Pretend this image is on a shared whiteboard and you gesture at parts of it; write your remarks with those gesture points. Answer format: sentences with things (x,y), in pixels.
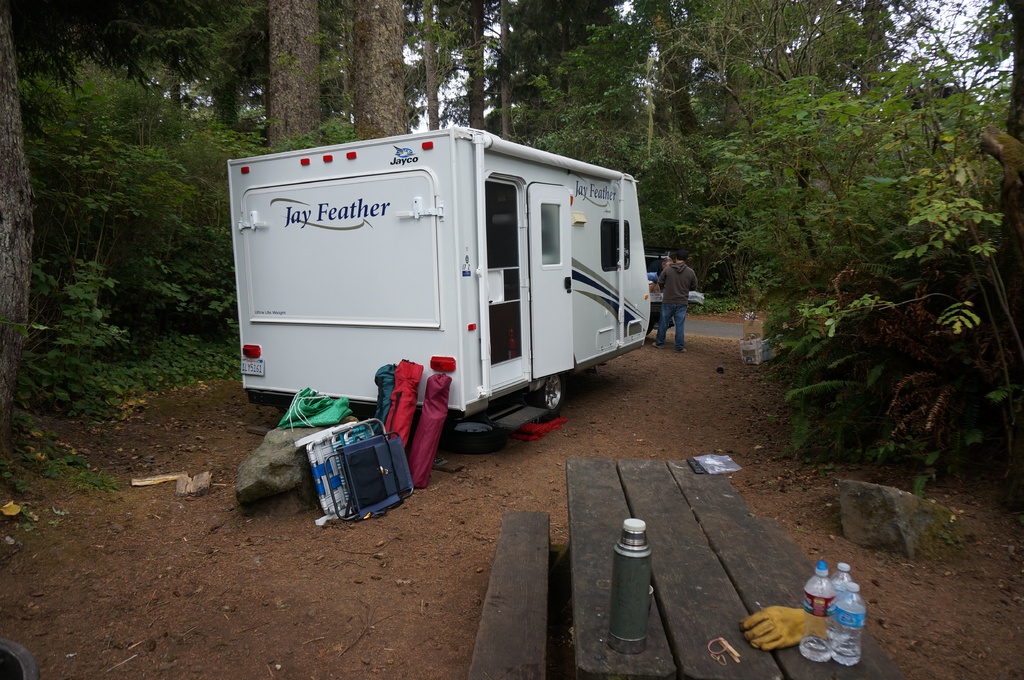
The image is outside of the city. In the image we can see a white color van (332,252), beside van (442,370) we can see a chair (353,476), stone (297,431) and green color cloth (338,401). On right side of the image (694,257) there is a man (682,261) standing near a van gate (554,257) and we can also see a table (613,522) on right side (721,491). On table (600,528) there are bottles (639,533), gloves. In background (370,38) there are trees (734,68) and sky (891,5) is on top (933,14).
